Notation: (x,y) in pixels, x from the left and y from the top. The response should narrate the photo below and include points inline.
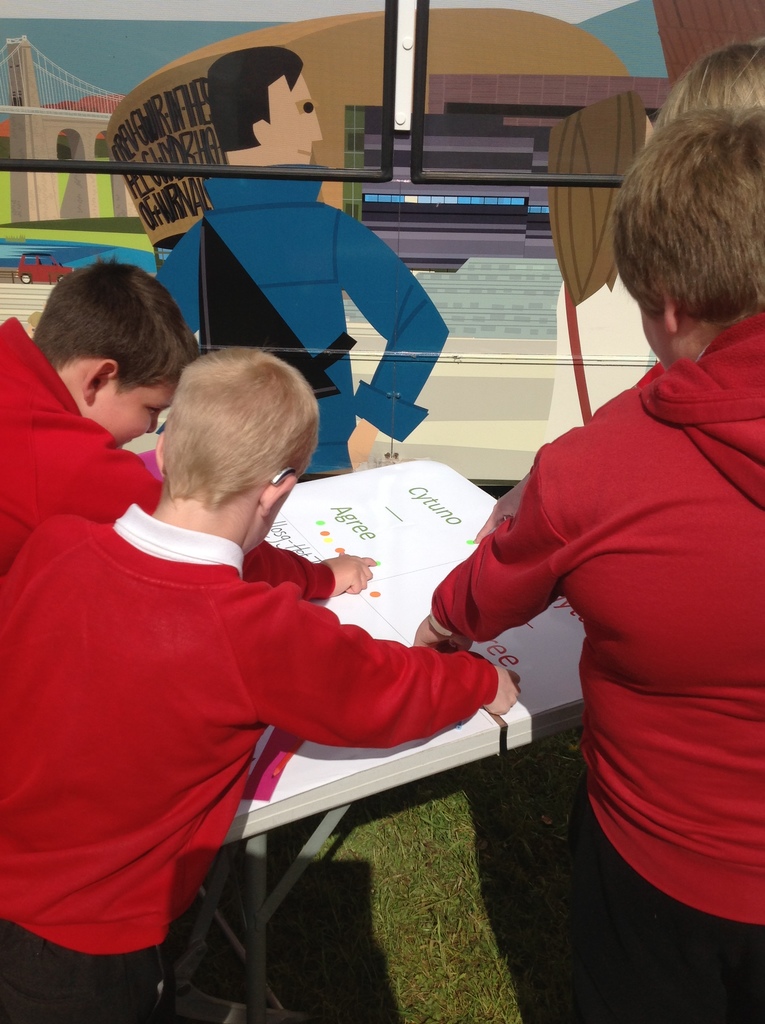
In this image, I can see three boys (131,598) standing. This is a table (415,742). I can see the painting (229,220) of the cartoon images (308,233) on an object (468,327). At the bottom of the image (464,893), I can see the grass (422,945).
